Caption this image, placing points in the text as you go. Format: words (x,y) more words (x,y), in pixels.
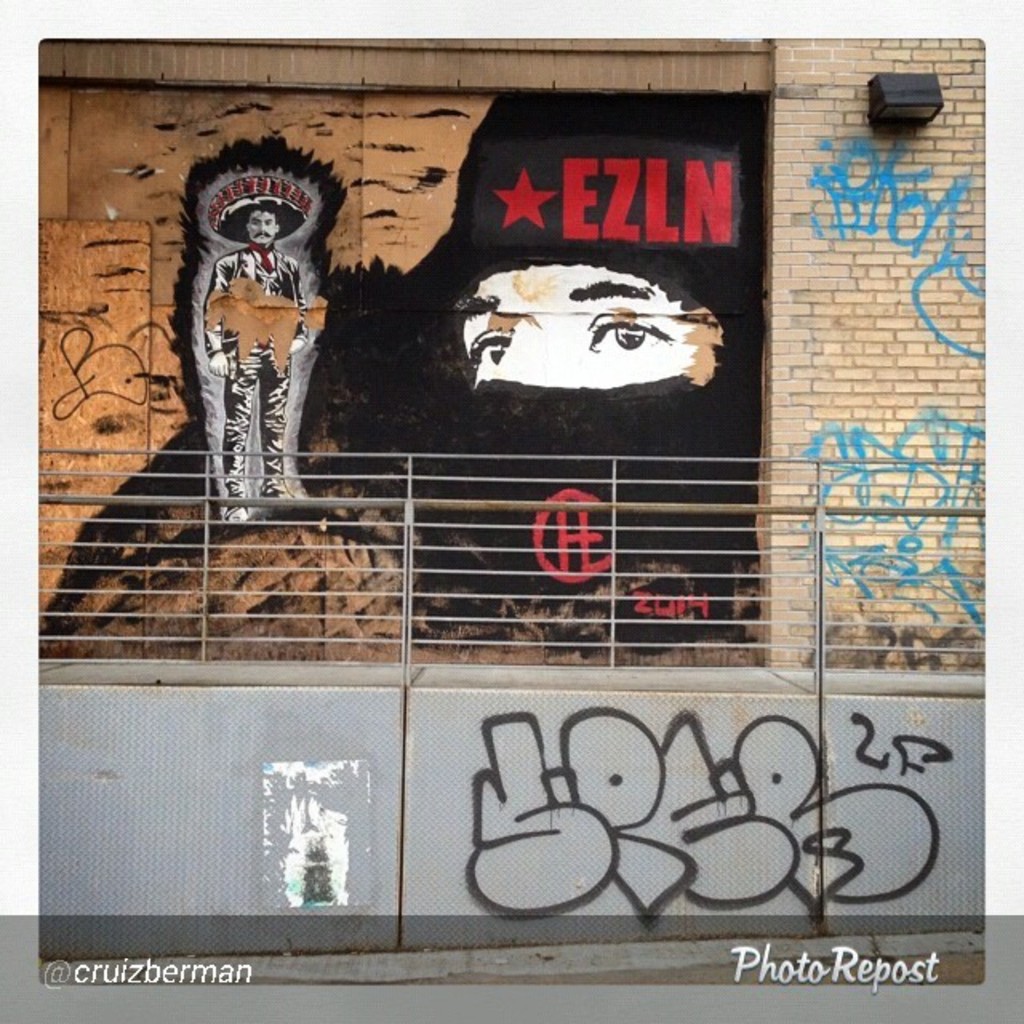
In this picture I can see there is painting (431,433) on the wall (144,359), it is the painting (255,240) of a man (290,344), standing and wearing a cap (269,198) and there is a person's picture (553,392) and there is something written on the wall (815,370) and on to right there is a black color object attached to the wall (886,199) and there is a metal railing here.
